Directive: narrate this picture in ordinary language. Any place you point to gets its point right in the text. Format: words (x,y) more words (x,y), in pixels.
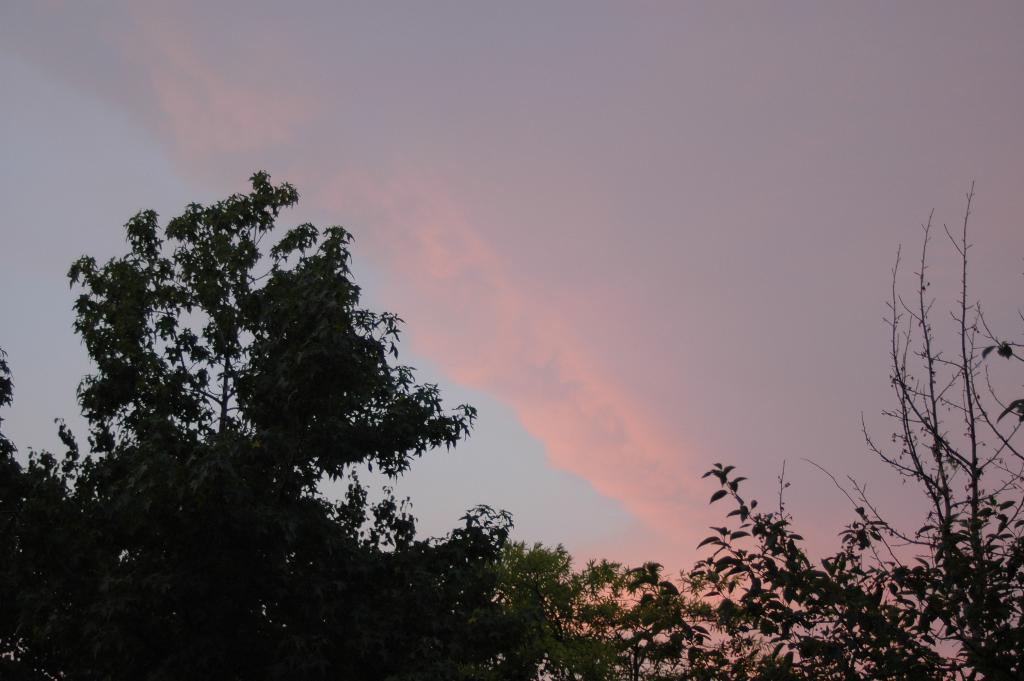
In this image we can some trees (454,571) and branches (543,593). On the backside (595,379) we can see the sky (546,348) which looks cloudy.
